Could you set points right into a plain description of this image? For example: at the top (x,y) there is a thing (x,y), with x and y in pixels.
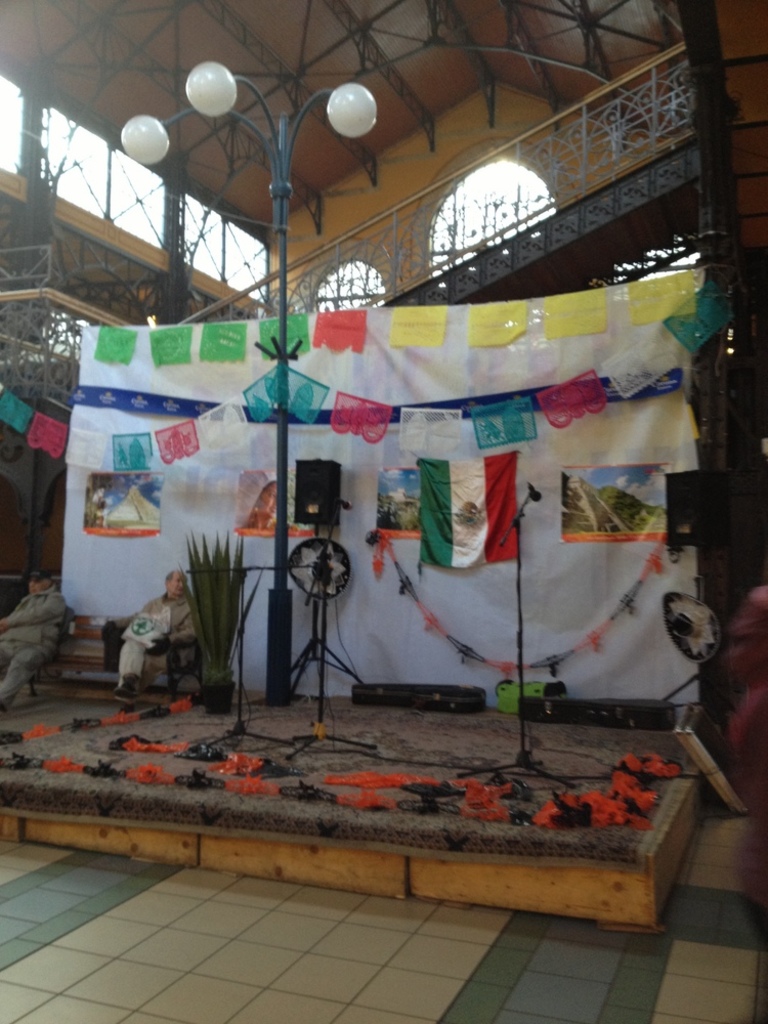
This image is clicked inside the building (484,125). At the bottom (245,993), there is a floor (203,996). In the front (294,750), we can see a dais (444,832) and the background (541,577) is decorated with a white cloth (197,471) and flags (360,421). We can see a man (193,635) sitting in a chair (189,674). At the top (339,135), there is a roof (304,91). In the middle (279,650), there is a pole (276,223) along with lights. In the background (613,170), there is a railing (562,206).
